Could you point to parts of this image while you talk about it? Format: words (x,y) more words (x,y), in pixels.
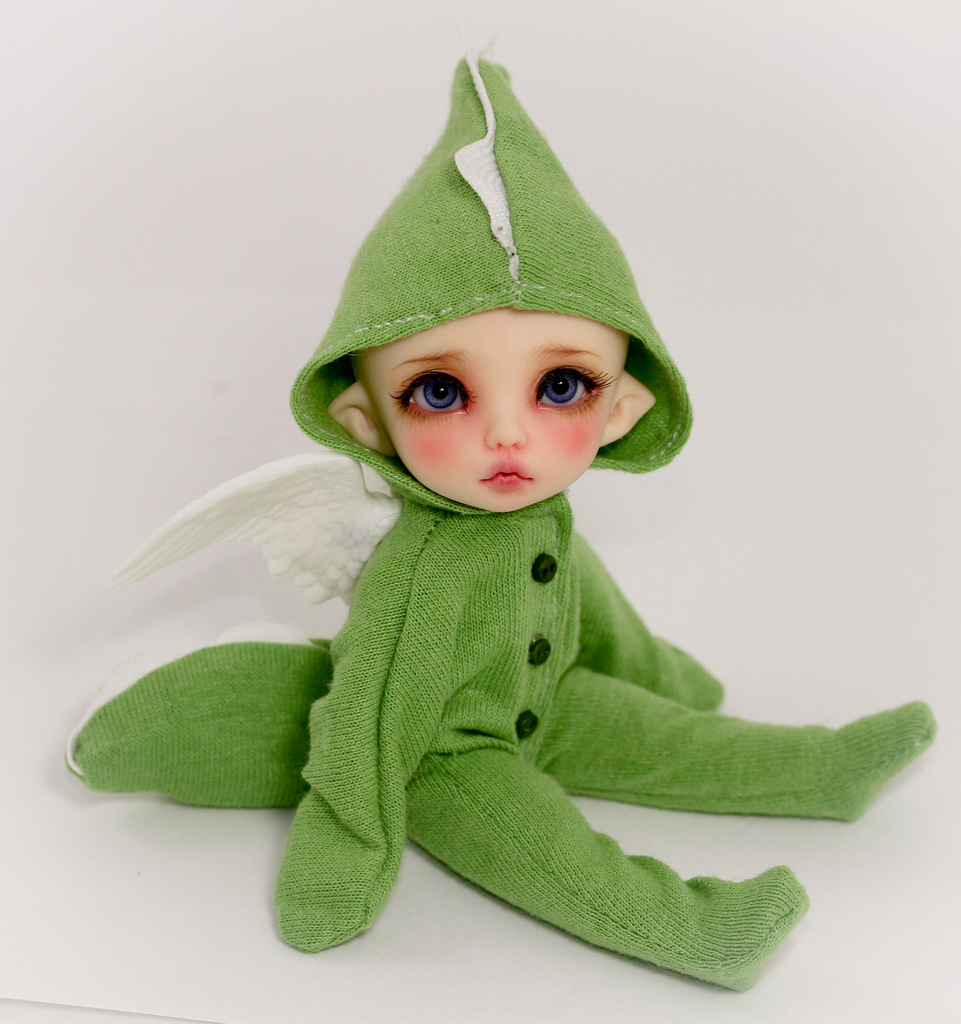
In this image I can see the doll (518,459) with green and white color dress (378,557) and I can see the white background (755,633).
